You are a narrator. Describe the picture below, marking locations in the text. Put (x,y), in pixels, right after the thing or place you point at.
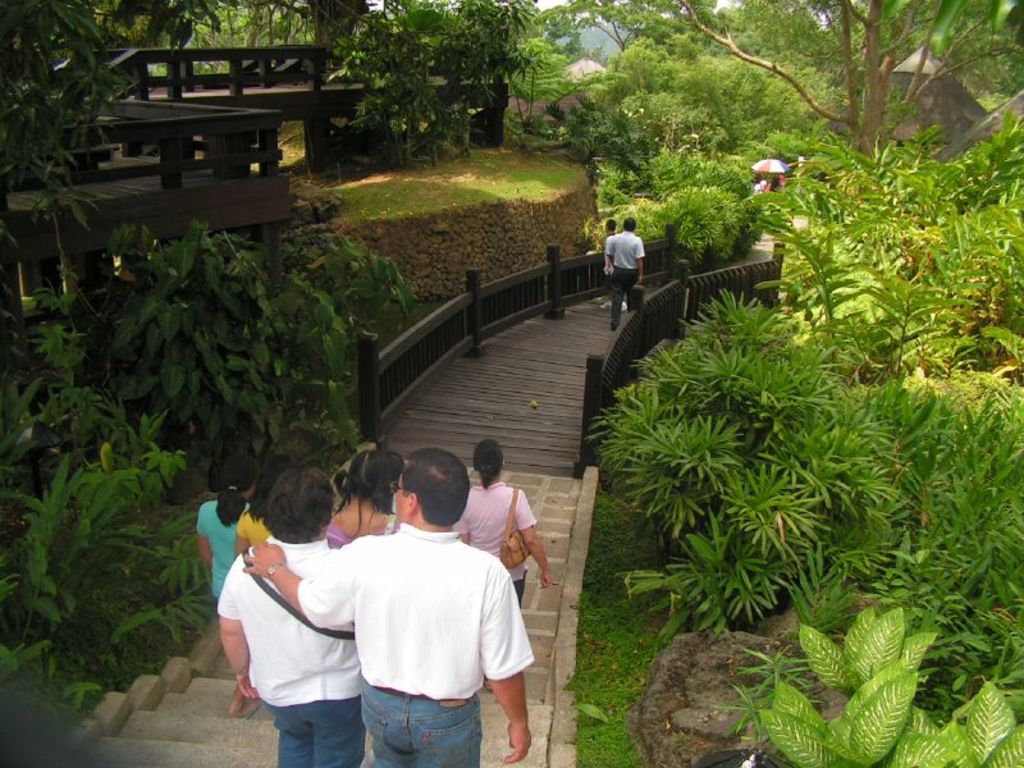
In this image I can see two persons (331,612) wearing white shirts (302,659) and blue jeans (338,714) are standing on the stairs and few other persons (483,469) on the stairs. I can see few trees (203,343) on both sides of the stairs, the black colored railing (528,291), some grass (420,192), a wooden bridge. In the background (408,7) I can see the sky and few trees (716,74).
